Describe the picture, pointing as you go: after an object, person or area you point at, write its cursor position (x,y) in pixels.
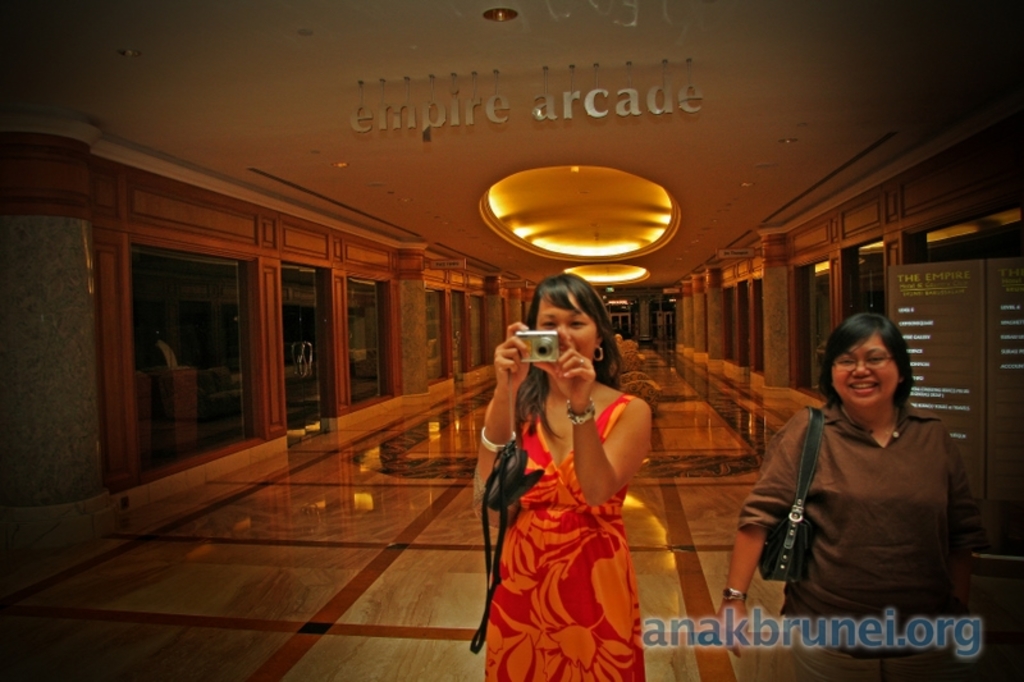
This image is clicked inside the building (280,357). At the bottom (313,579), there is a floor (387,531). In the front (810,501), there are two women (610,574). To the left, the woman (594,565) is wearing red dress (579,575) and holding a camera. At the top (613,206), there are lights (604,250). To the left (223,345), there are walls (347,328) along with the doors (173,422).
